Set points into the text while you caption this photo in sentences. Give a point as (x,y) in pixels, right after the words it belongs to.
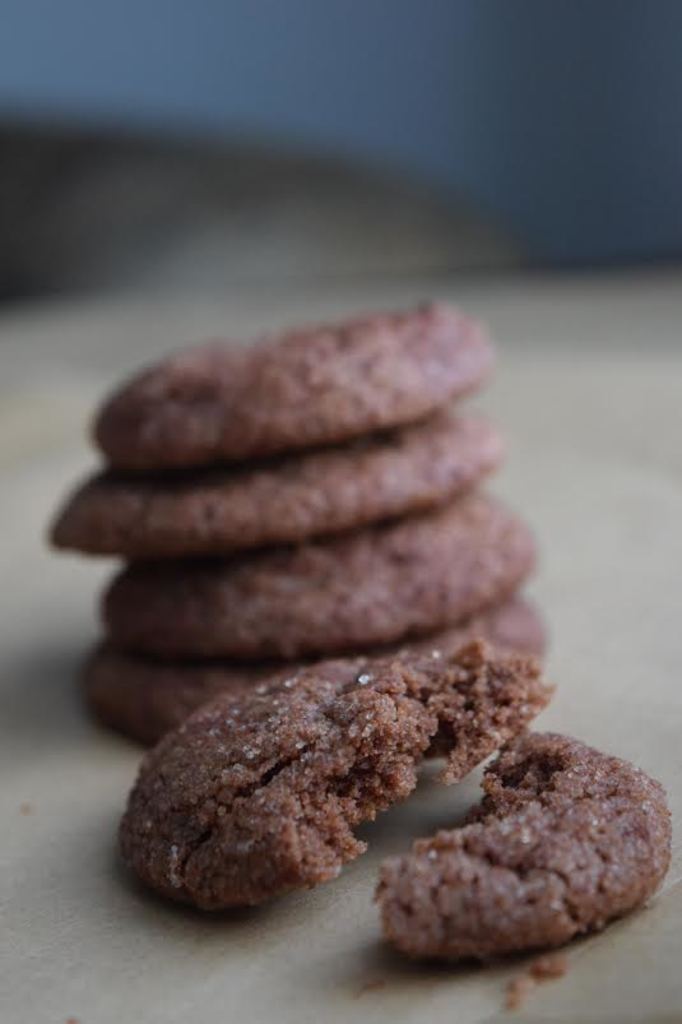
In the image I can see food items (317,690) on a white color surface (364,828). The background of the image (162,268) is blurred.
